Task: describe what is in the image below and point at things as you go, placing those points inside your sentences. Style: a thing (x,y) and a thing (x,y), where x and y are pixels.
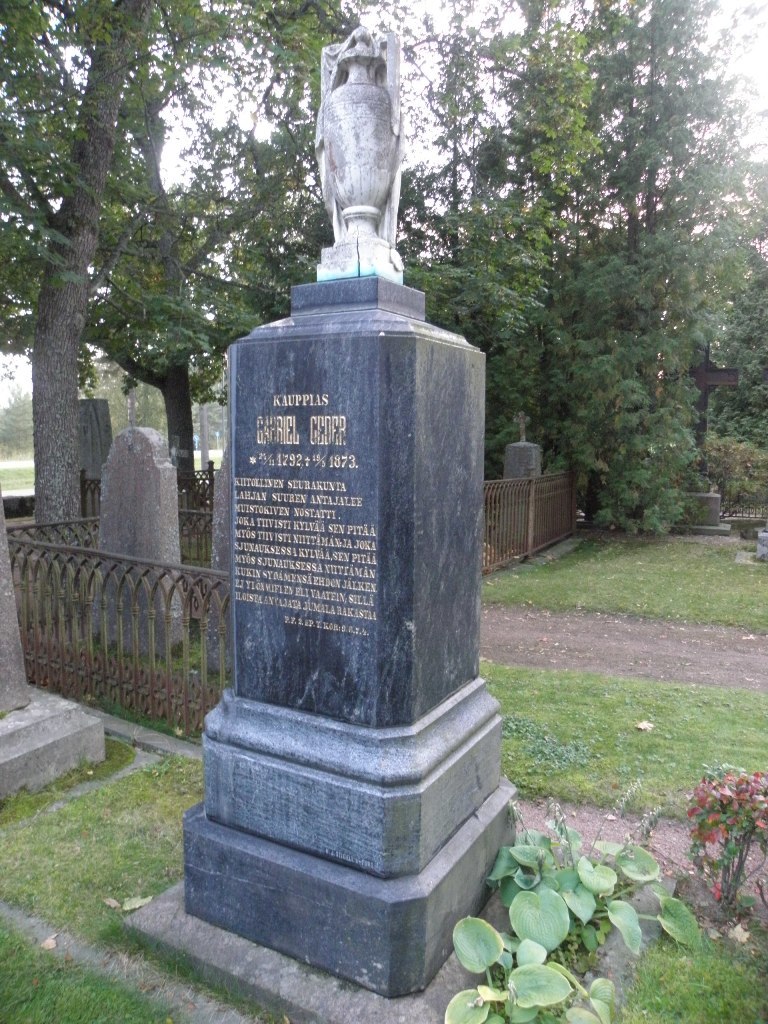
This image is taken outdoors. In the background (109,400) there are a few trees (212,434) and plants (725,464) on the ground (633,723). At the top of the image (422,22) there is the sky (714,36). In the middle of the image (512,487) there is a railing (160,689) and there are a few tombstones (167,485). There is a tombstone (264,587) with a text (294,564) on it and there is a sculpture (355,239) on the tombstone (409,677). There is a ground (628,731) with grass (614,748) on it at the bottom of the image (66,856).
